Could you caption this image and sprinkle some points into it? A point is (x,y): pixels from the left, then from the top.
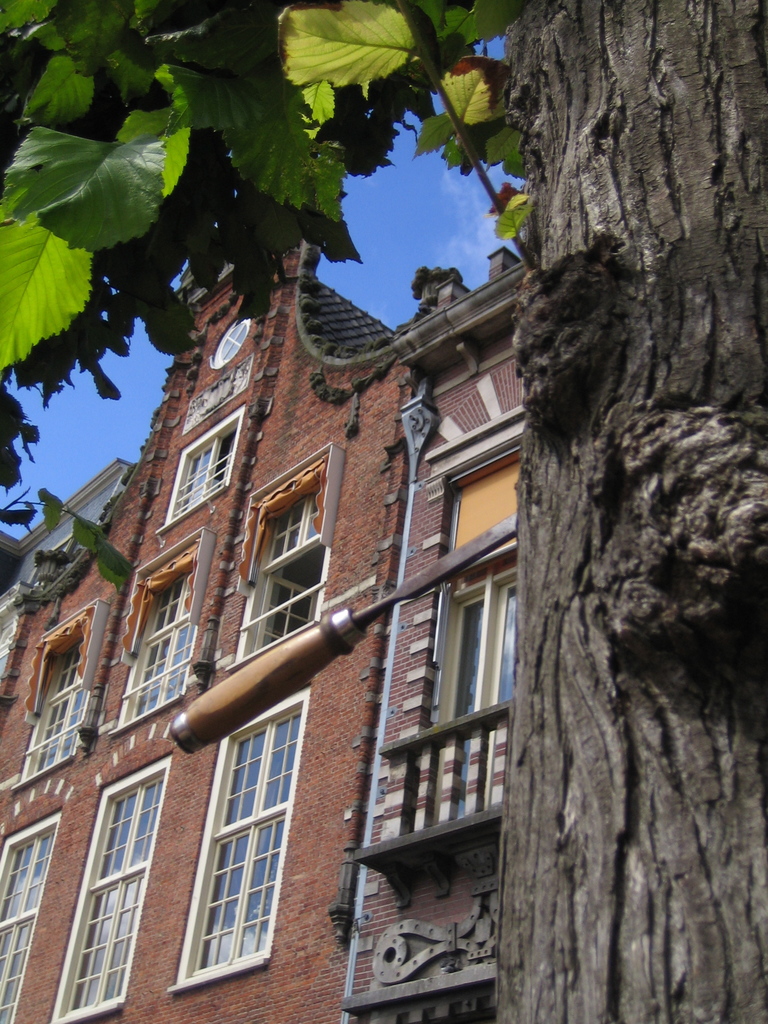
In this image I can see a tree (652,577) which is black and green in color and I can see an object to the tree (267,91). In the background (381,452) I can see a building (458,521) which is brown in color, few windows (227,816) of the building (194,775) and the sky (130,454).
